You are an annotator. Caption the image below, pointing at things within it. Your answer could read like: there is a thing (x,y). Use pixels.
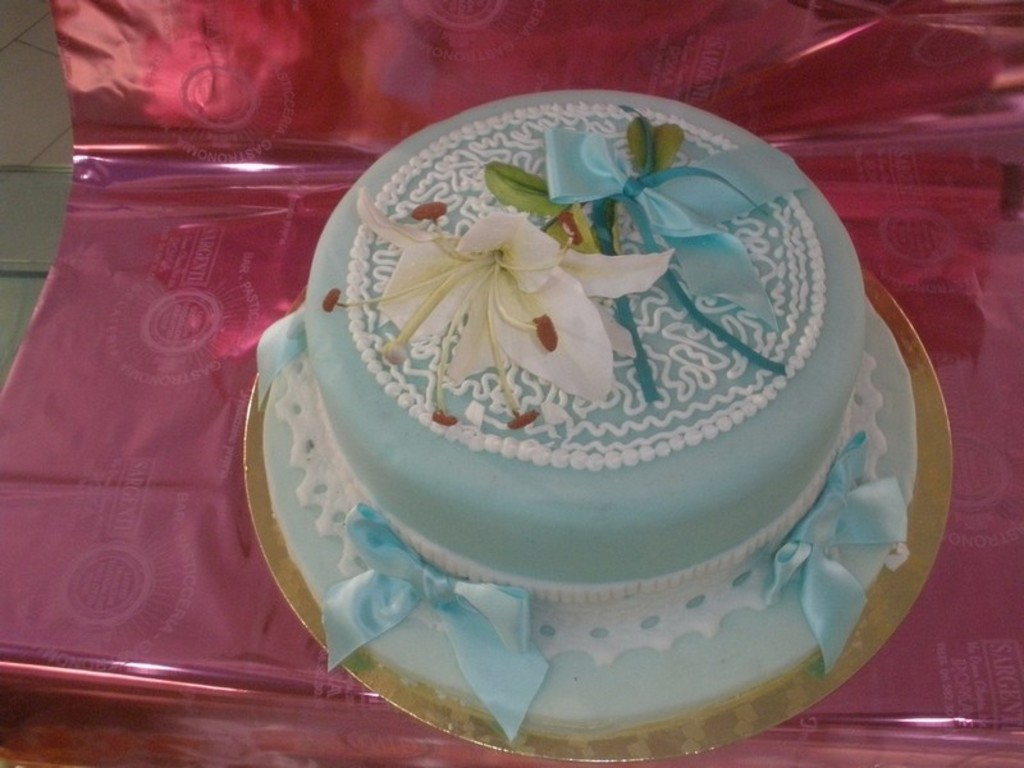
In this image there is a cake (531,490) and there is an object (258,174) which is pink in colour.
